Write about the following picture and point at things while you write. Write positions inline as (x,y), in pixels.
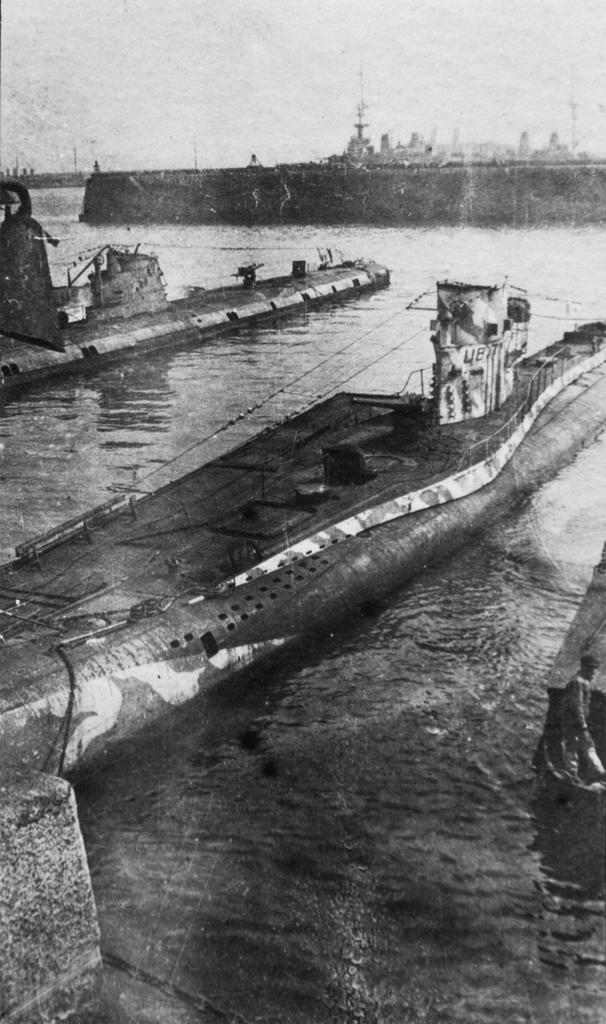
This is black and white image where we can see ships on the surface (371,767) of water (305,746).
